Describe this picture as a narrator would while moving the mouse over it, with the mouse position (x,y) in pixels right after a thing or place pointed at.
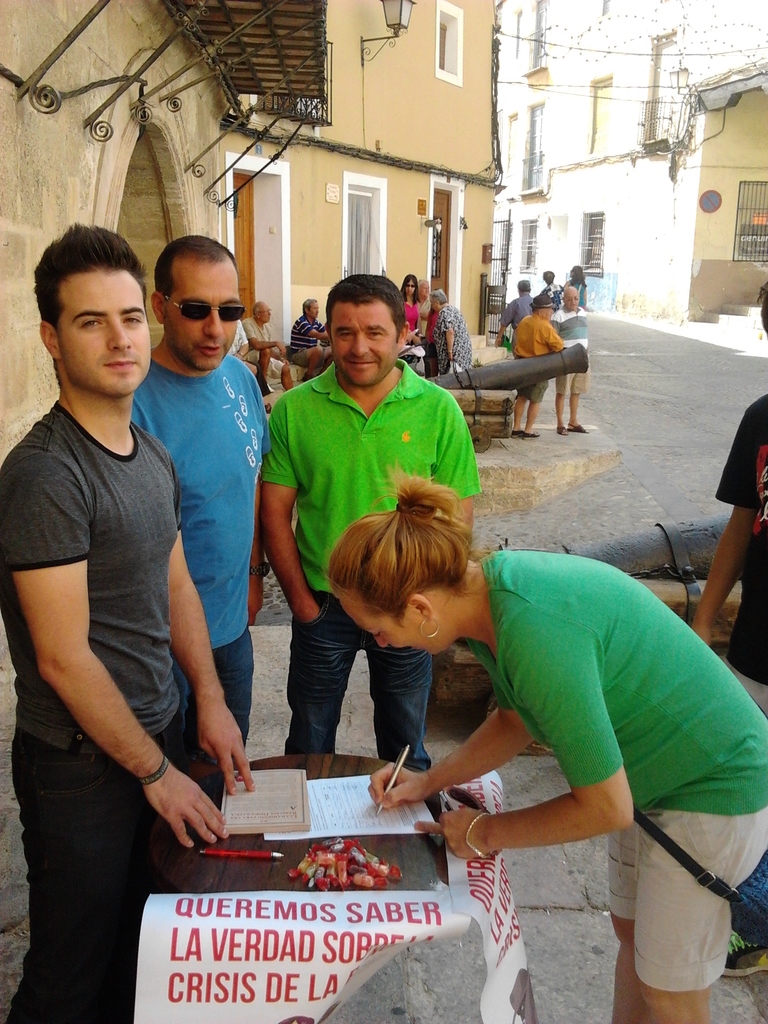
Completely an outdoor picture. This are buildings (374,129) with windows (356,228) and doors (239,267). Few persons (269,361) are sitting and few persons (459,538) are standing. In-front of this person (130,571) there is a table (397,859). On a table (402,848) there is a book (300,818) and paper (360,805). This woman (516,743) in green t-shirt (701,704) is writing on a paper (372,811). This is a military weapon (566,370).
